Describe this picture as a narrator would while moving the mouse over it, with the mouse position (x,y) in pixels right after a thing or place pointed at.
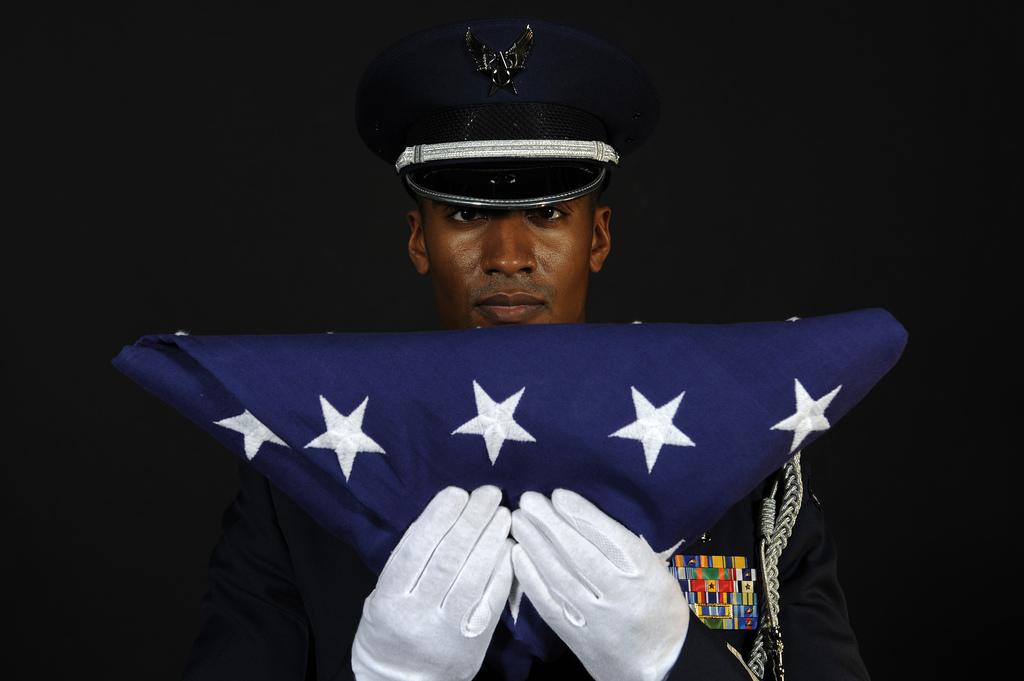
In this image I can see a man (270,591) wearing black color dress (287,622), white color gloves (413,621) to the hands (388,621) and holding a blue color cloth (447,430) and looking at the picture. I can see a black color cap (503,129) on his head (467,208).
